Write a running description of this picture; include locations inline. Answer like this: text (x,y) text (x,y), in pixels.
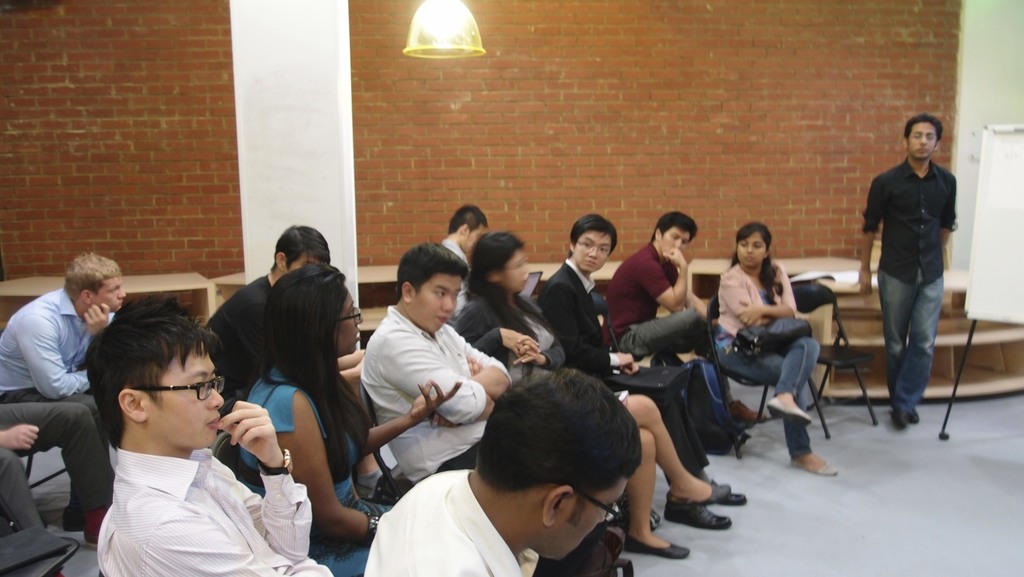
In this image I see most of the people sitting on the chair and one of the man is standing over here. In the background (1007,77) I see the board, wall (71,4) and the light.
